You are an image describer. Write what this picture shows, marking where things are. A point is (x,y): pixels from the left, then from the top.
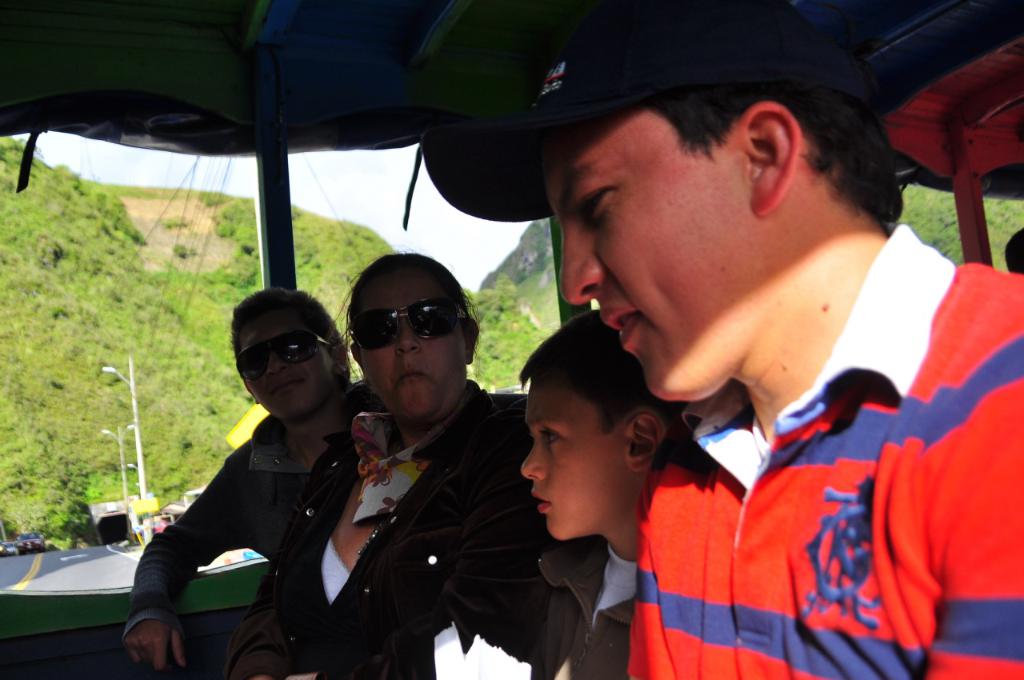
In this picture I can observe four members (574,375). Two of them are wearing spectacles (257,362). One of them is wearing cap (623,90) on his head (687,222). In the background (214,257) I can observe hills (180,302) and sky (337,211).
